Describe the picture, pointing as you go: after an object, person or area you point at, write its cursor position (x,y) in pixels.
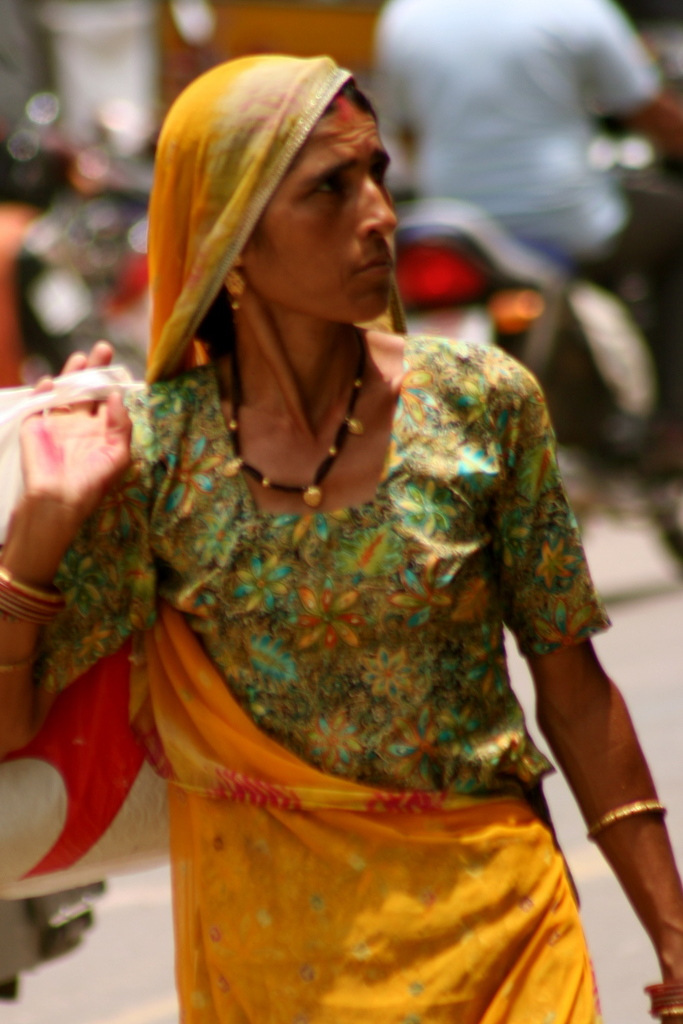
This image is taken outdoors. In this image the background (554,246) is a little blurred. A bike (485,234) is parked on the road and a man (524,112) is riding on the bike (533,256). In the middle of the image (270,560) a woman (205,669) is walking on the road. She is holding a bag (70,391) in her hand (78,462).
